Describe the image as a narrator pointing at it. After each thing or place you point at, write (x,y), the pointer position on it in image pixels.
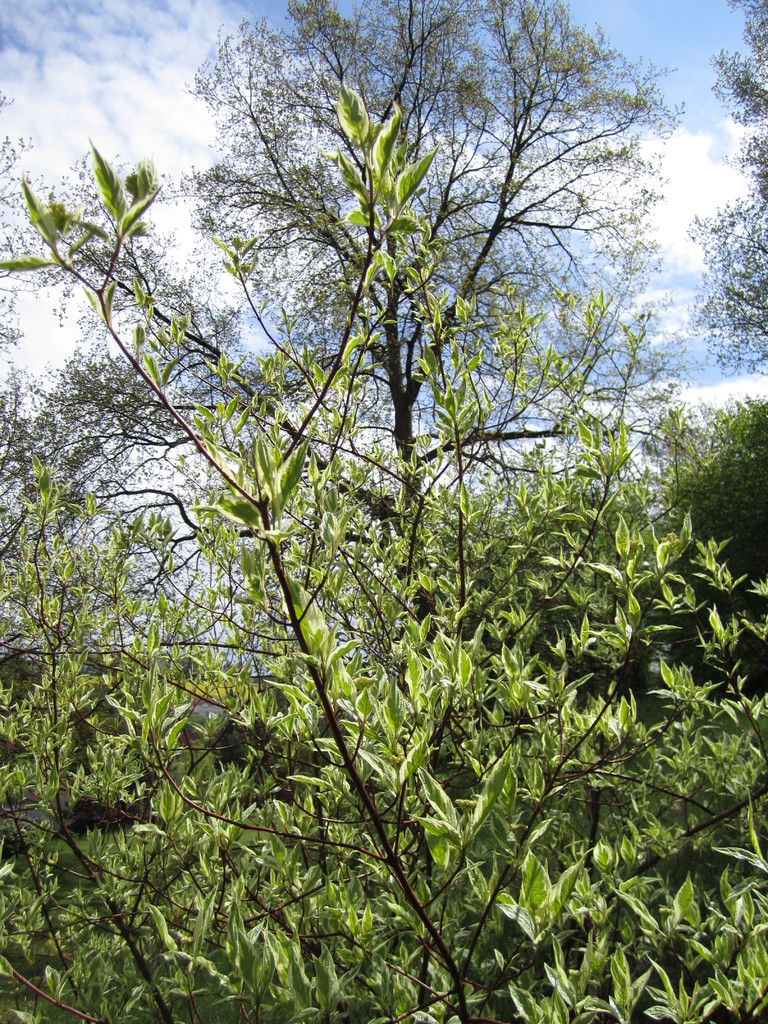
In this image we can see branches (402,800) and leaves (726,709). In the background (592,31) there is sky (488,179) with clouds (699,147).
